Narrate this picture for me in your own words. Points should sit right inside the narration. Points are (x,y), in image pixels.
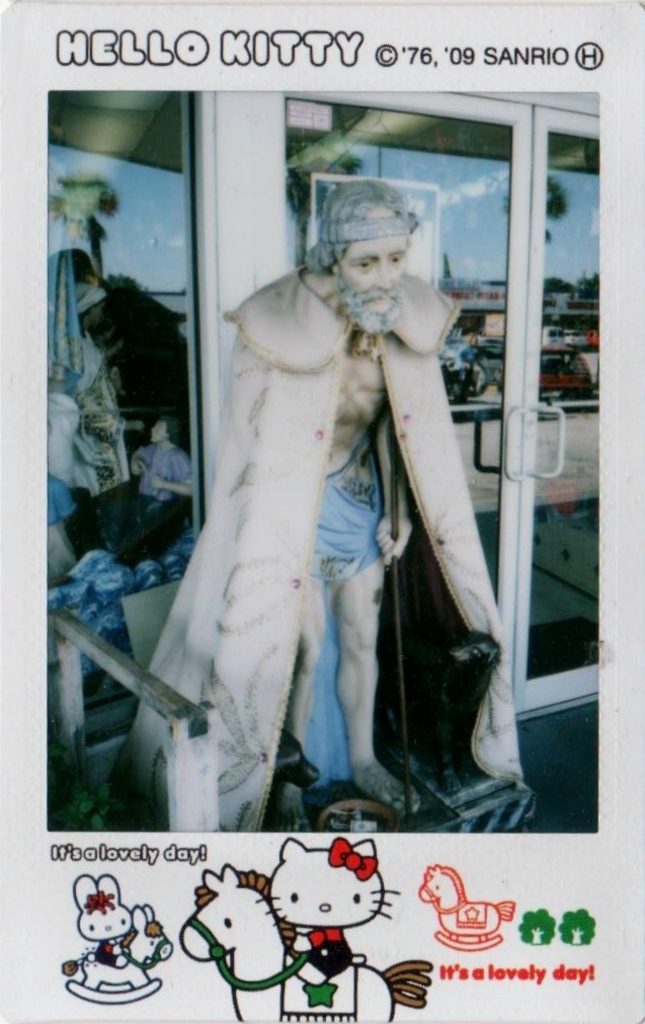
In the image we can see there is a poster (203,621) in which there is a human statue (343,586) standing and wearing jacket (386,369). Behind there are glass door (520,417) and window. On the top of the poster (195,82) it's written ¨HELLO KITTY¨. There are cartoon drawings (245,914) done on the bottom of the poster (342,936).
